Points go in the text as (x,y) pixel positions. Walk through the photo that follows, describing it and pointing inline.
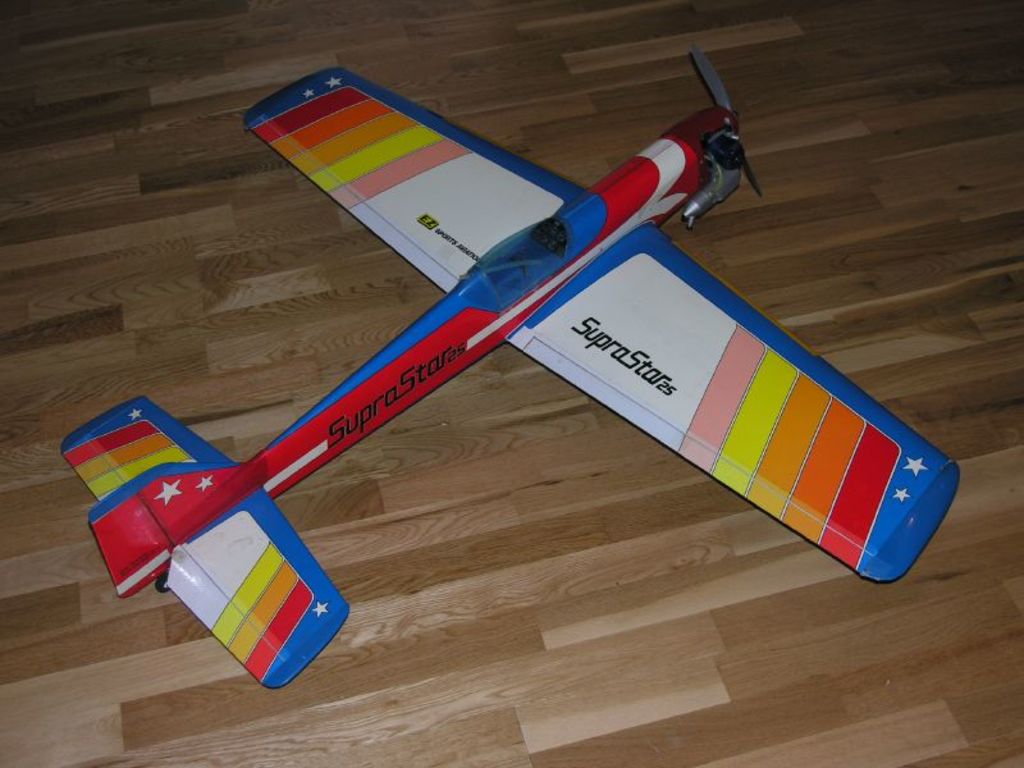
In this image we can see a toy plane (450,303) which is placed on the wooden surface (395,551).
